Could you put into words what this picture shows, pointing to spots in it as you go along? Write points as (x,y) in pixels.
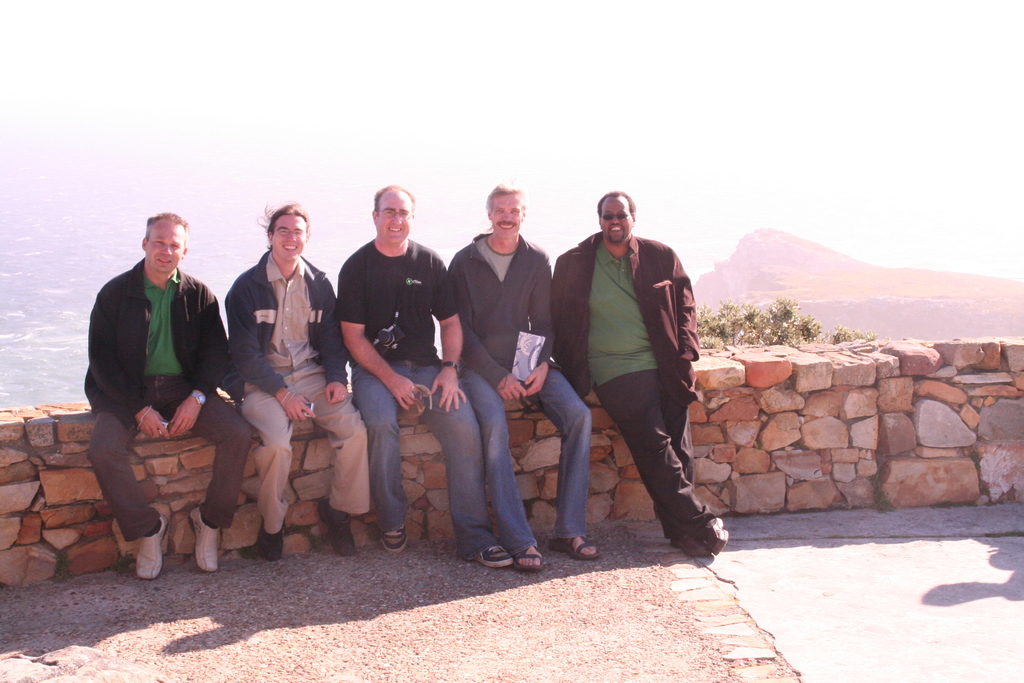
There is a group of persons (533,315) in different color dresses (312,281) smiling and sitting on a stone wall (51,469) near a floor (713,601). In the background (765,326), there are trees (724,323), mountains (833,262) and there is sky (680,91).
